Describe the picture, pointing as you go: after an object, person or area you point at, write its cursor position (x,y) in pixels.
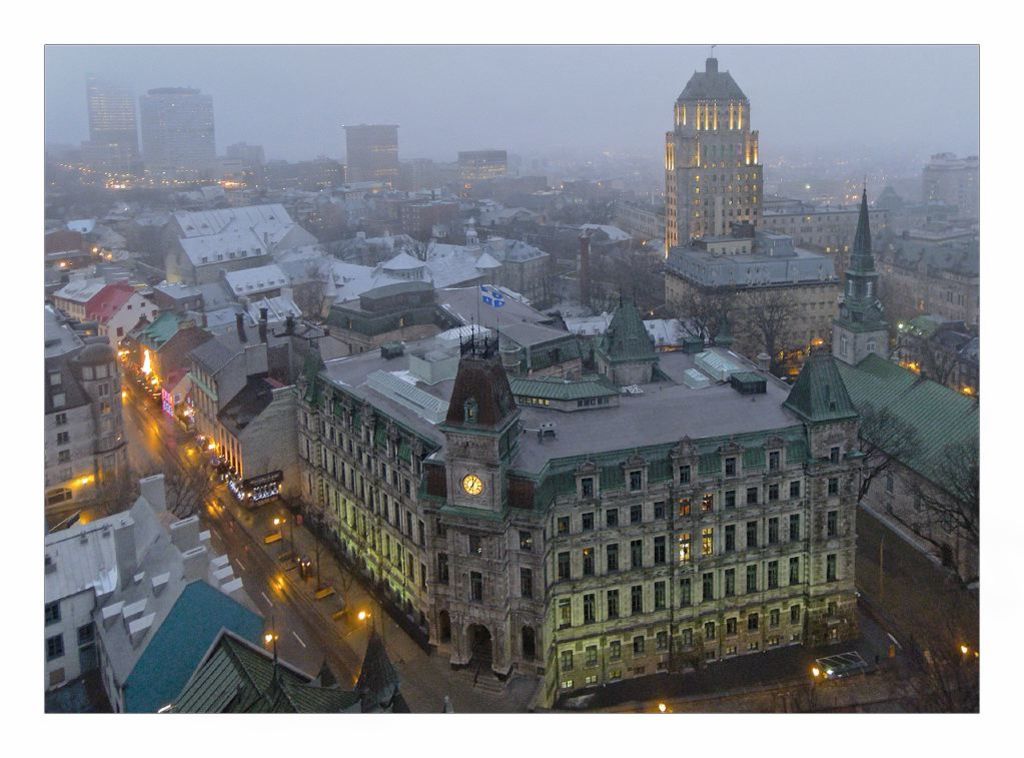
In this image I can see few buildings (330,509), windows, poles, trees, lights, sky (588,117) and the clock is attached to the wall (486,502).
